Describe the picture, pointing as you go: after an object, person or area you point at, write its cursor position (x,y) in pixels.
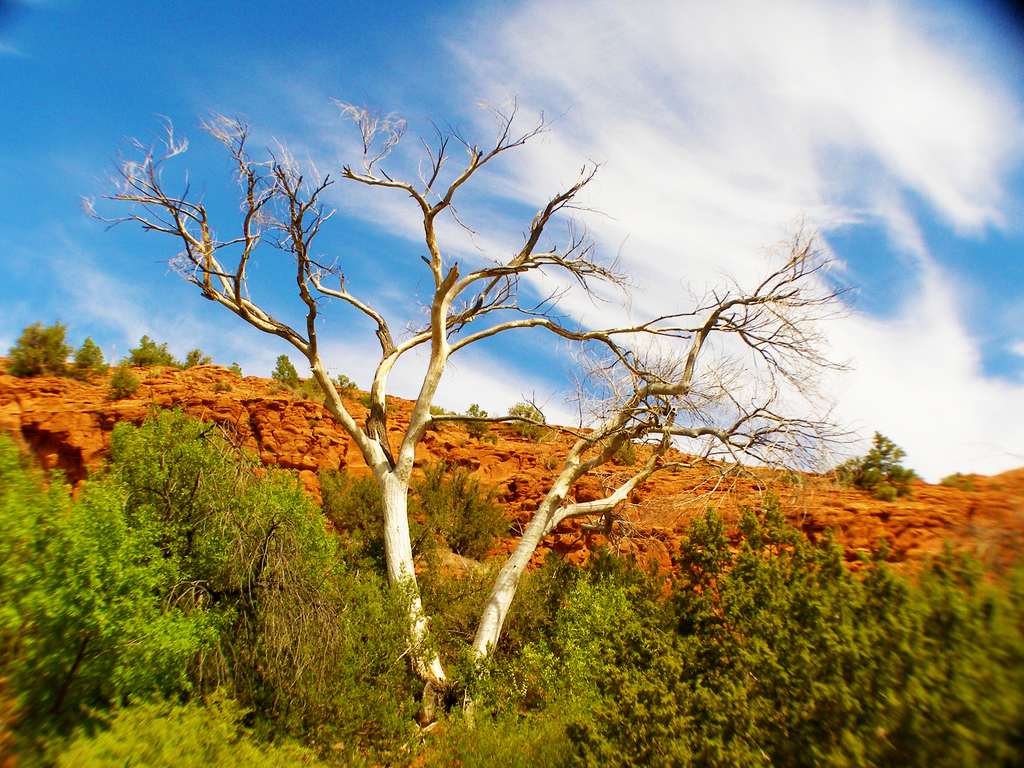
In this picture we can see trees (718,398) and in the background (138,264) we can see sky (653,88) with clouds (610,77).
